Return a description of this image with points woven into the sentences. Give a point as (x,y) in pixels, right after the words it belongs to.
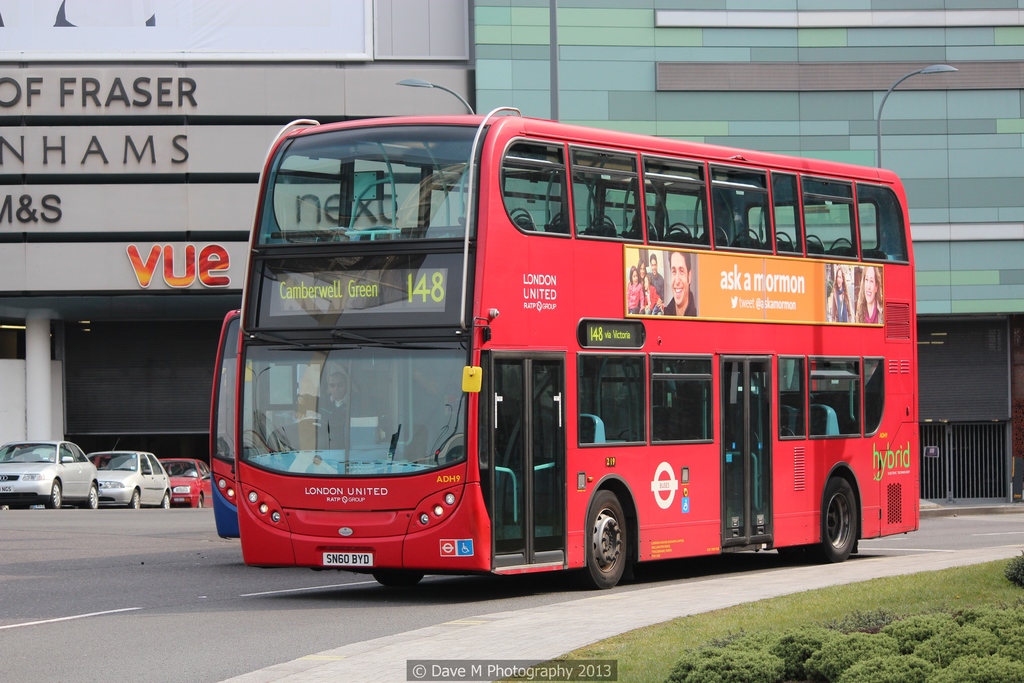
In this image we can see a red color bus (669,403) on the road (328,590). In the background of the image (191,257) there is a building (118,186) with some text (66,79). There are cars (82,469). To the right side of the image (733,652) there are grass (647,661), plants (857,613).
